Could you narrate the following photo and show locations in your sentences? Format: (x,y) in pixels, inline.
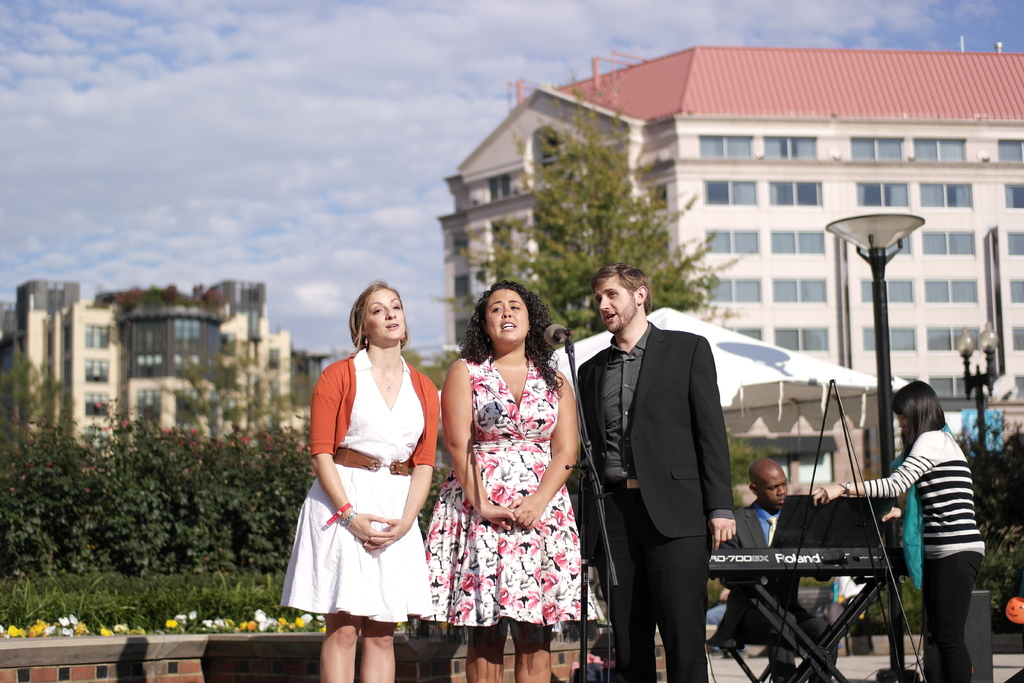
In this image I can see three person (548,410) standing. We can see mic (556,329) and stand (581,513). Back Side I can see few people (933,531) playing musical instruments (821,523). There is a buildings (795,197) and windows (791,192). We can see trees (594,230) and light-poles (883,223). The sky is in blue and white color.
